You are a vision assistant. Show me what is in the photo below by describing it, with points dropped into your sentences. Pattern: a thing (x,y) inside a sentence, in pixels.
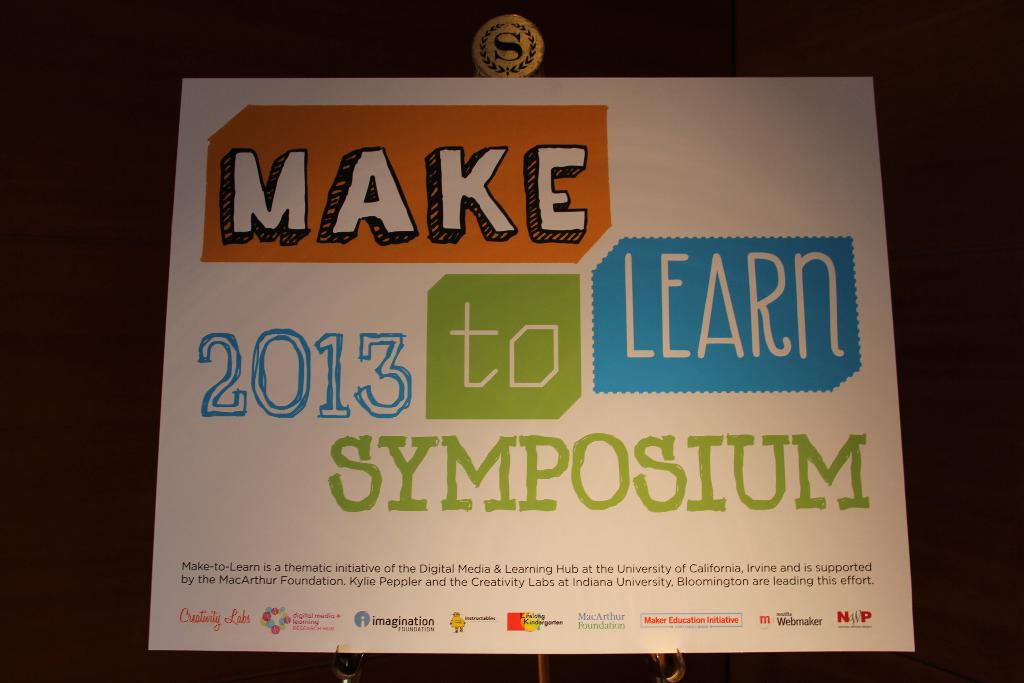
In this image I can see the board (361,531) and the board (683,581) is in white color. I can see something (403,466) written on the board (555,445) and I can see the dark background (20,31).
